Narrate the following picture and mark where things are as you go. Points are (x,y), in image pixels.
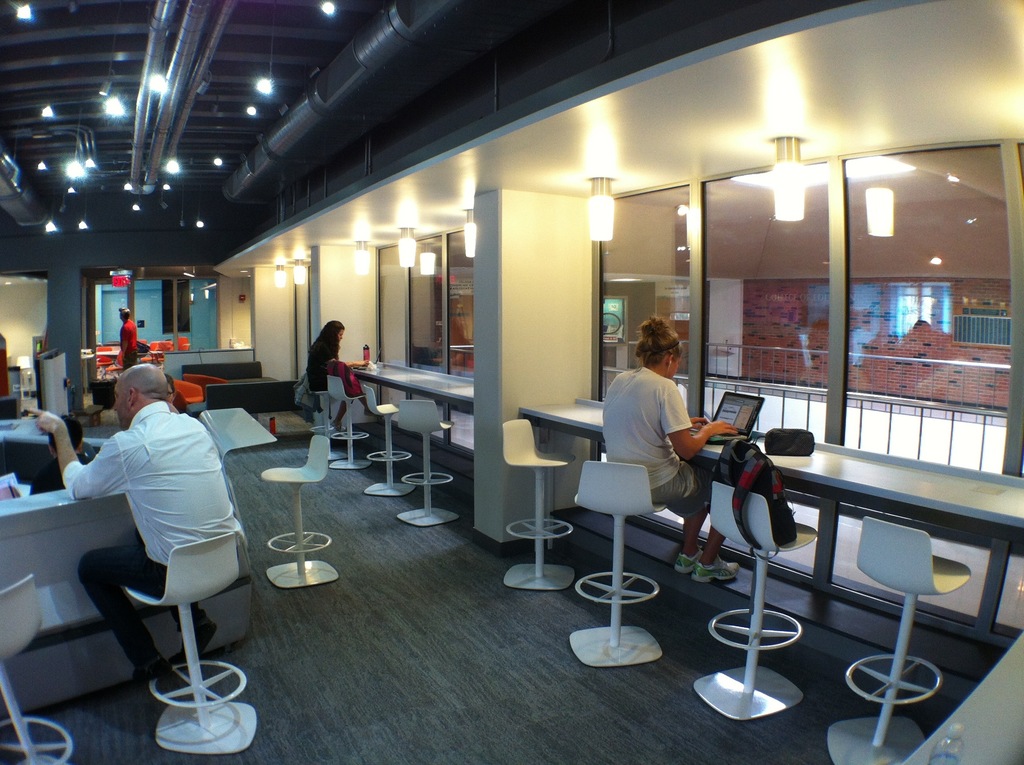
This image consists of many people (113,595). They are sitting on the chairs (708,690). At the bottom (601,703), there is a floor (599,698). The chairs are in white color. On the left (42,526), there is a table (3,549). At the top (472,147), there is a roof (203,176) along with lights (110,88). On the right (773,228), there are windows (744,316).
